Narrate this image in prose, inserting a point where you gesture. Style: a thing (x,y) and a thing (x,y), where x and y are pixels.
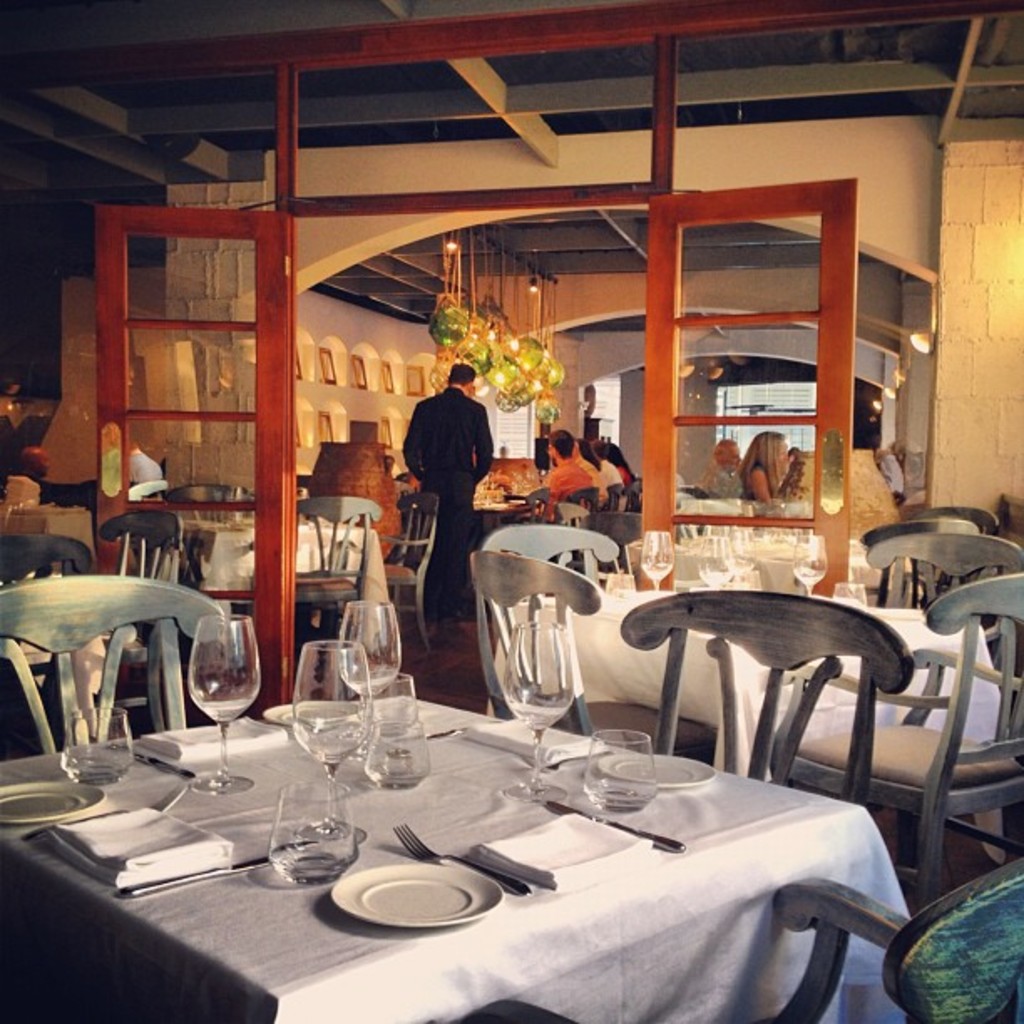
In this image I can see number of tables (768,831) and chairs (627,504), on these tables (189,908) I can see number of glasses (220,661) and plates (466,905). In the background (624,464) I can see few people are sitting on chairs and a man (471,441) is standing.
